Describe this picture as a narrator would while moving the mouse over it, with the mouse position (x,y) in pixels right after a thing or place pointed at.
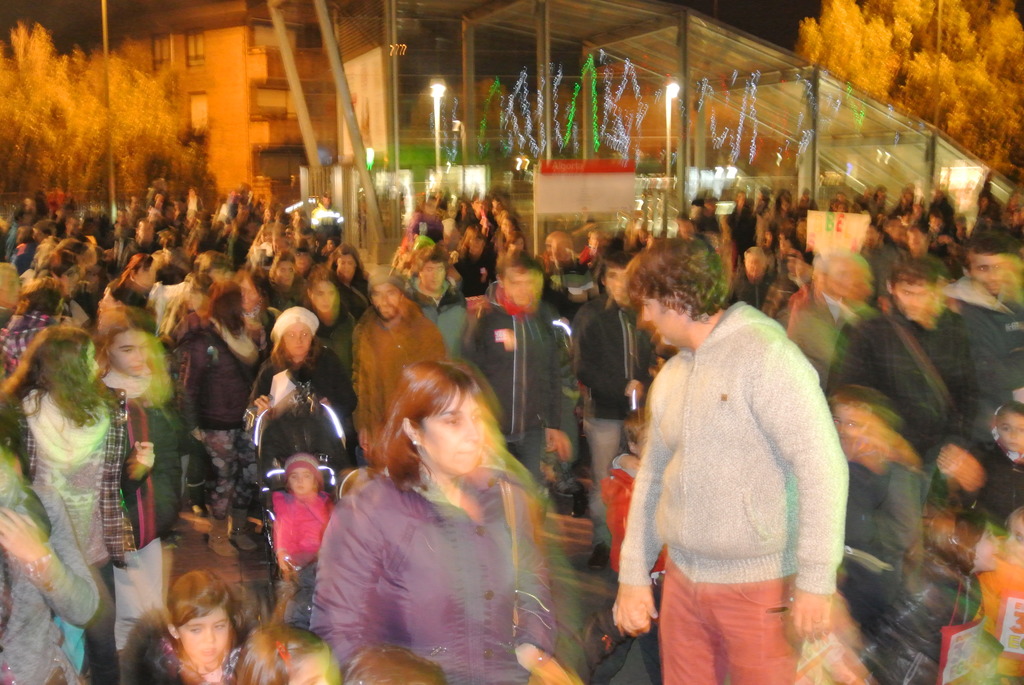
In this picture we can see a group of people (609,494), poles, lights (439,96), buildings (449,81), trees (36,134) and some objects (560,211) and in the background (753,14) it is dark.
